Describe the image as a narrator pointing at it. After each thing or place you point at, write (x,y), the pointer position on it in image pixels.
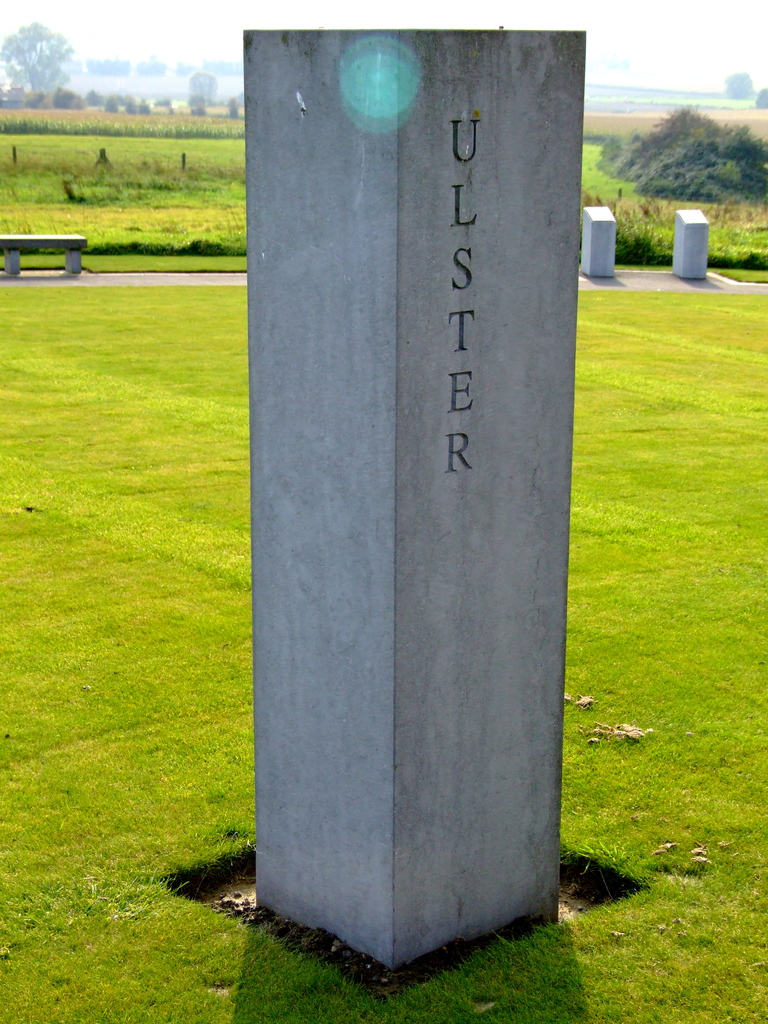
This picture is clicked outside. In the foreground (187,738) we can see a stone (518,139) and the text (451,449) on the stone (337,467) and we can see the green grass (135,718). In the background (135,2) we can see the sky (666,41), trees (63,62), plants (89,130), green grass (123,235) and some other objects (611,241).
